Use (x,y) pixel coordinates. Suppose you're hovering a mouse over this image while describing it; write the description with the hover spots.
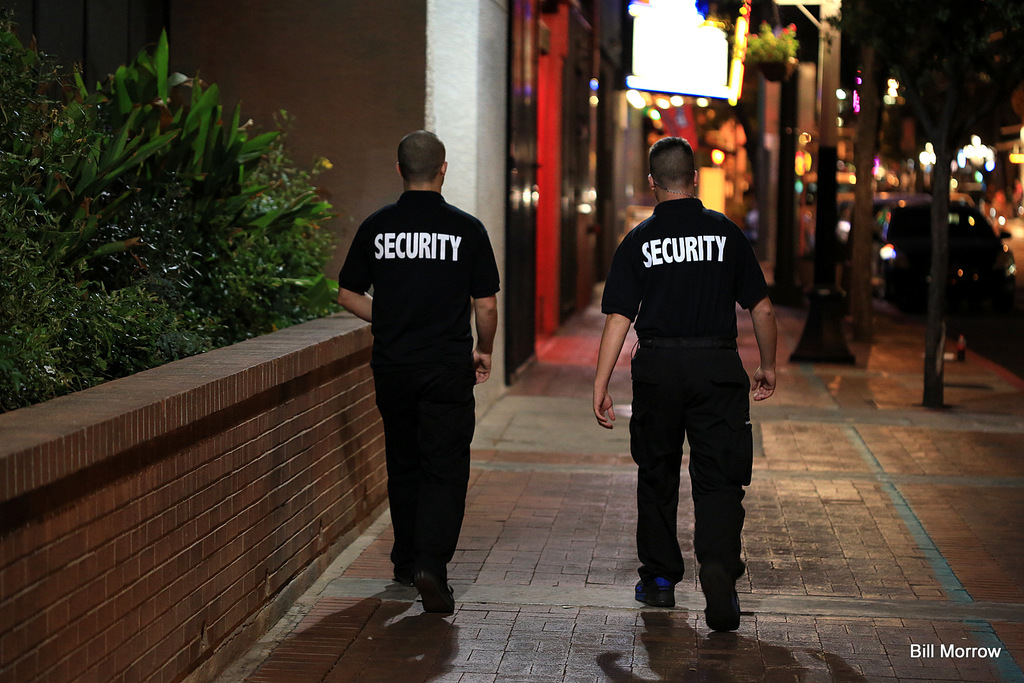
In the image in the center (458,311) we can see two people (620,343) were walking and they were in black color t shirt (432,314). On the t shirt (438,312), it is written as "Security". On the right bottom of the image (956,660) there is a watermark (926,652). In the background (761,96) there is a building (358,111), wall (386,111), poles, lights (929,157), plants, plant pots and few other objects (993,289).
